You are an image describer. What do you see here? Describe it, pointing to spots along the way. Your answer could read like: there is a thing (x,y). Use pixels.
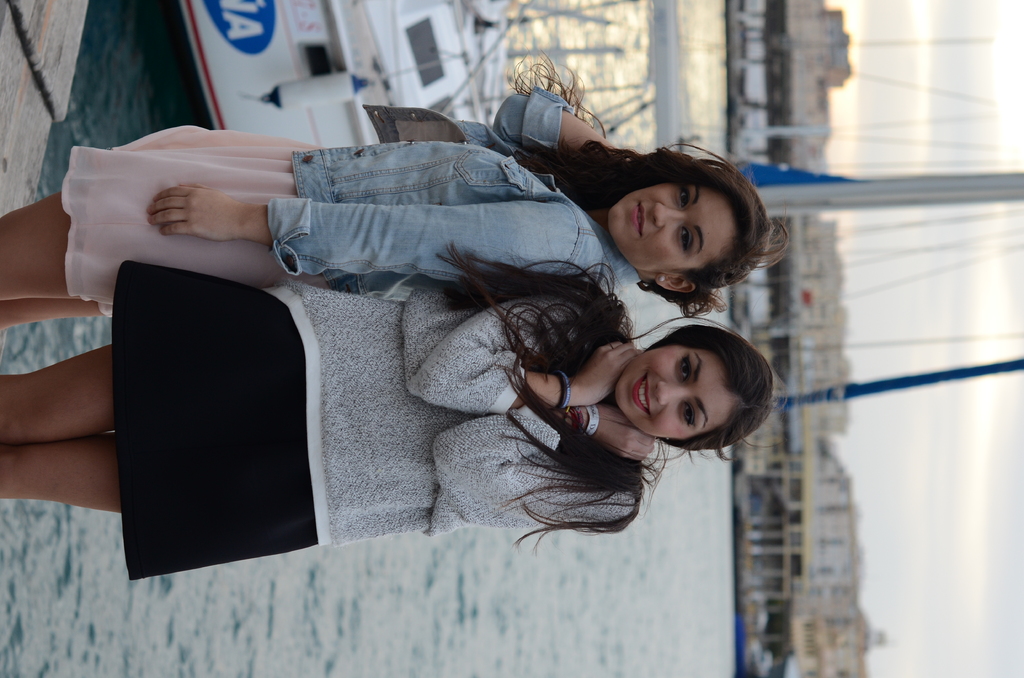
In this image we can see two women (452,320) are standing. In the background (796,64) we can see ship (434,105) on the water (414,557), pole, buildings (781,318), objects (790,314) and clouds (886,463) in the sky (915,434).
